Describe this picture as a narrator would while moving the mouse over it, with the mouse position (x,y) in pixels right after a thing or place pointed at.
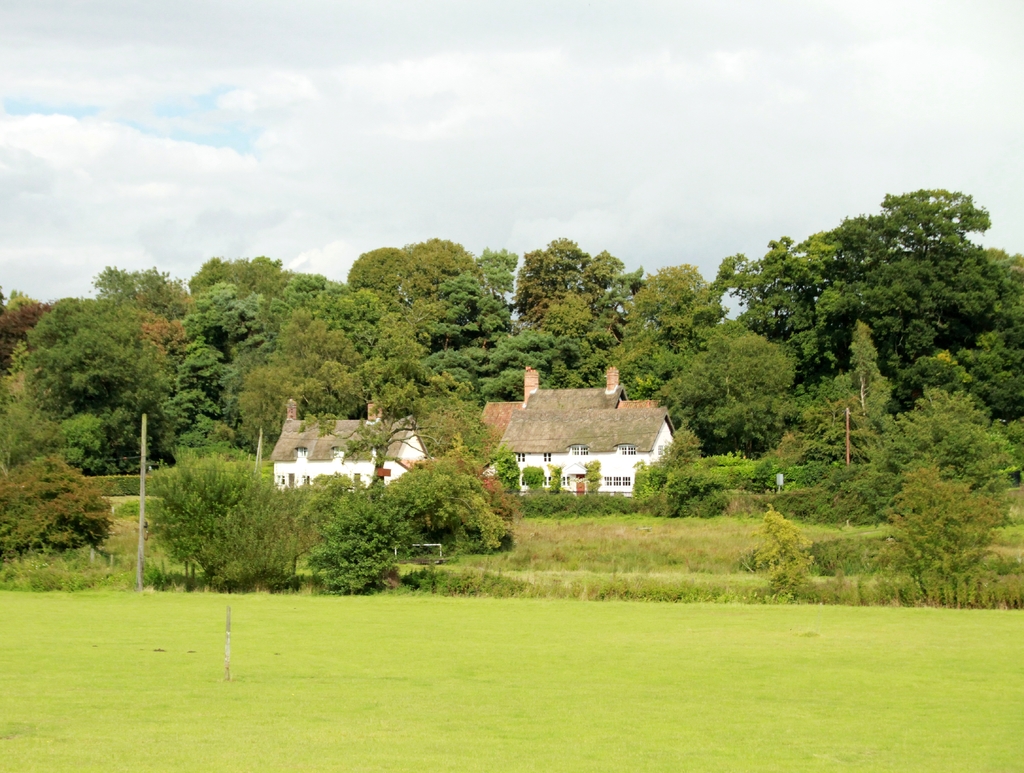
In this image I can see grass (553,638), trees (550,283), poles (848,431), houses (416,441) and cloudy sky (506,111).
